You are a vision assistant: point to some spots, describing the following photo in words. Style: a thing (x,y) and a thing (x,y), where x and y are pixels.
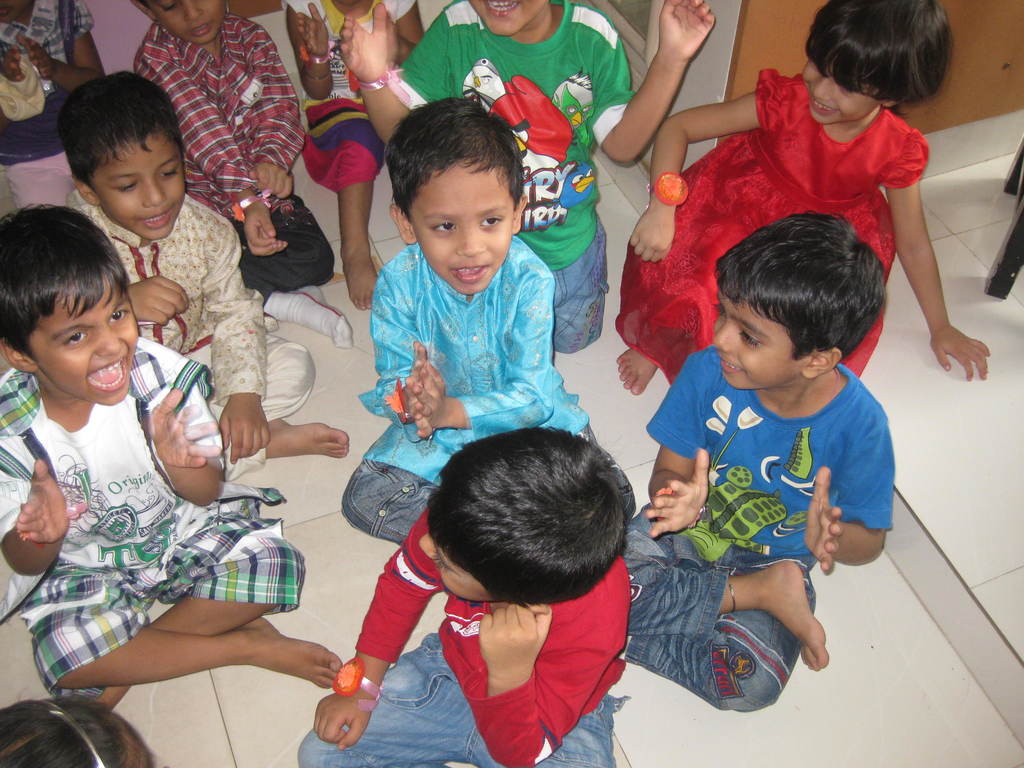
In this image, we can see some kids (417,760) are sitting on the floor (307,547), they are clapping.
